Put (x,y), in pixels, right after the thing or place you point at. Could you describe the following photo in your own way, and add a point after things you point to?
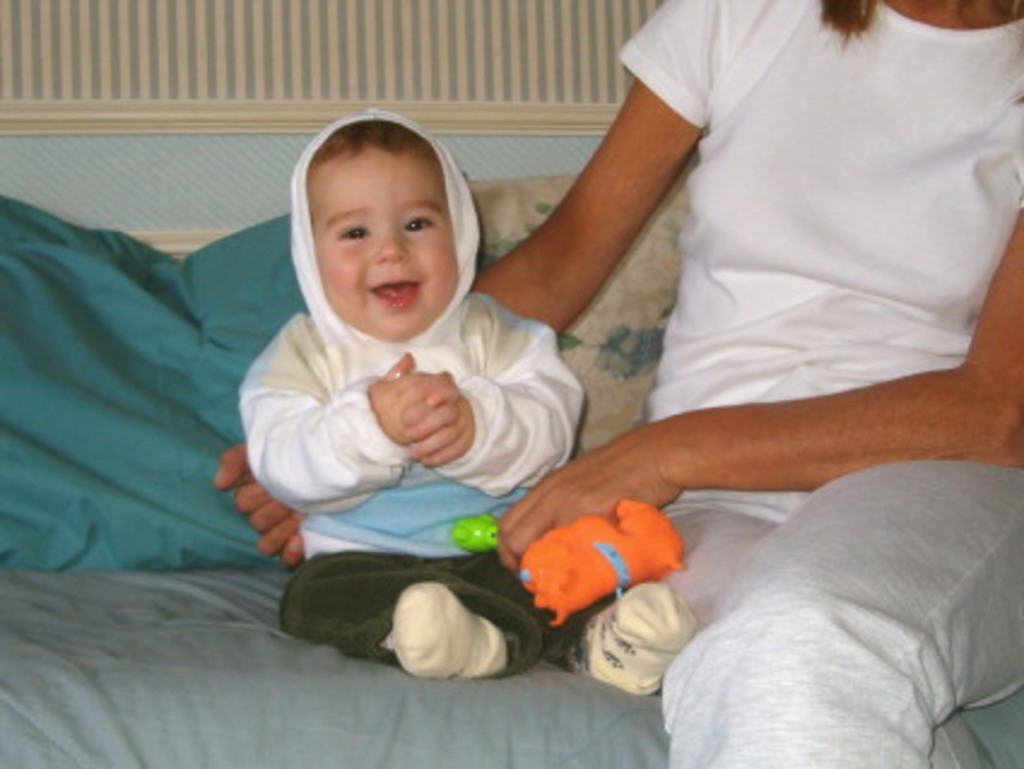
In this image may be there is a sofa set (137,644), on which there is a baby (439,518) and a person (935,249) holding some toys (651,537), behind them there are two pillows (141,282) visible.
